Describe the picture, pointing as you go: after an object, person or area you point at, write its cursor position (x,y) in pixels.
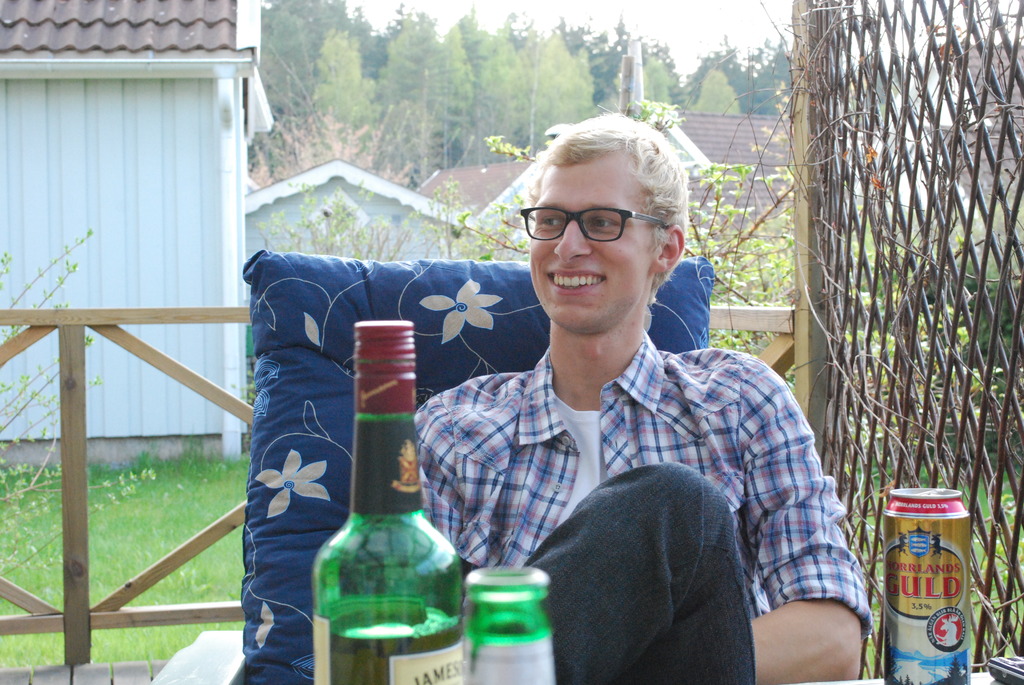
Man (560,373) sitting, here there is bottle (453,622), in the back we have house (245,148) and trees (543,138).
